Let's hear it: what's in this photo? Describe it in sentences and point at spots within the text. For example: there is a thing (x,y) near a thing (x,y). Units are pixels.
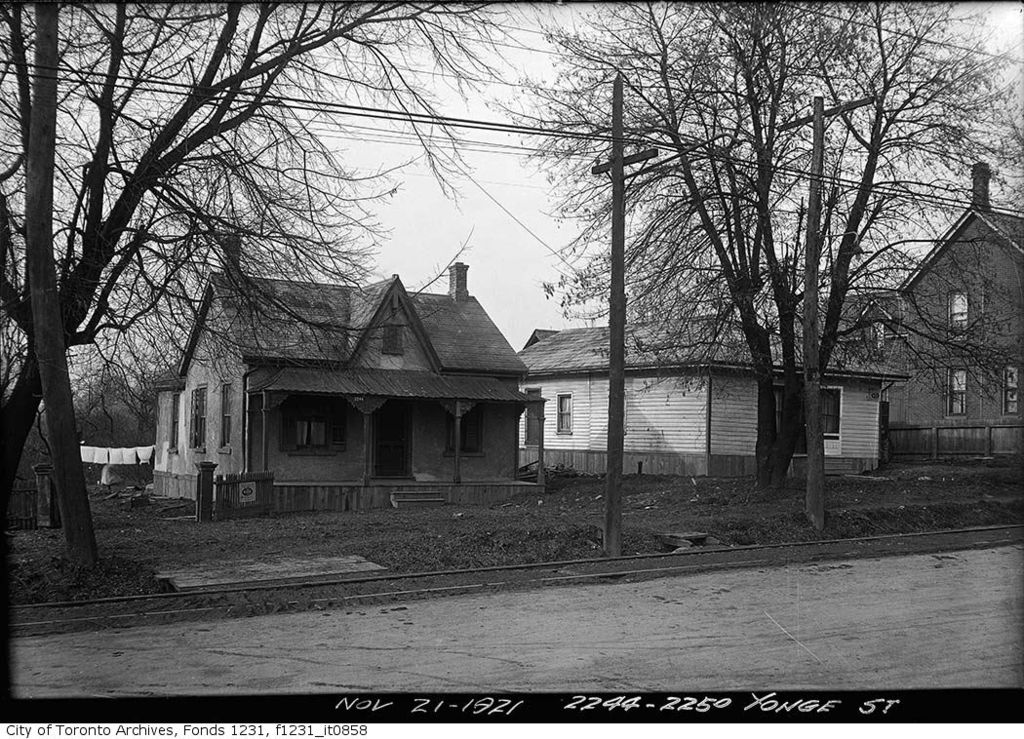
As we can see in the image there are houses (510,394), stairs (423,495), fence (233,496), trees (175,193) and sky (458,224).
